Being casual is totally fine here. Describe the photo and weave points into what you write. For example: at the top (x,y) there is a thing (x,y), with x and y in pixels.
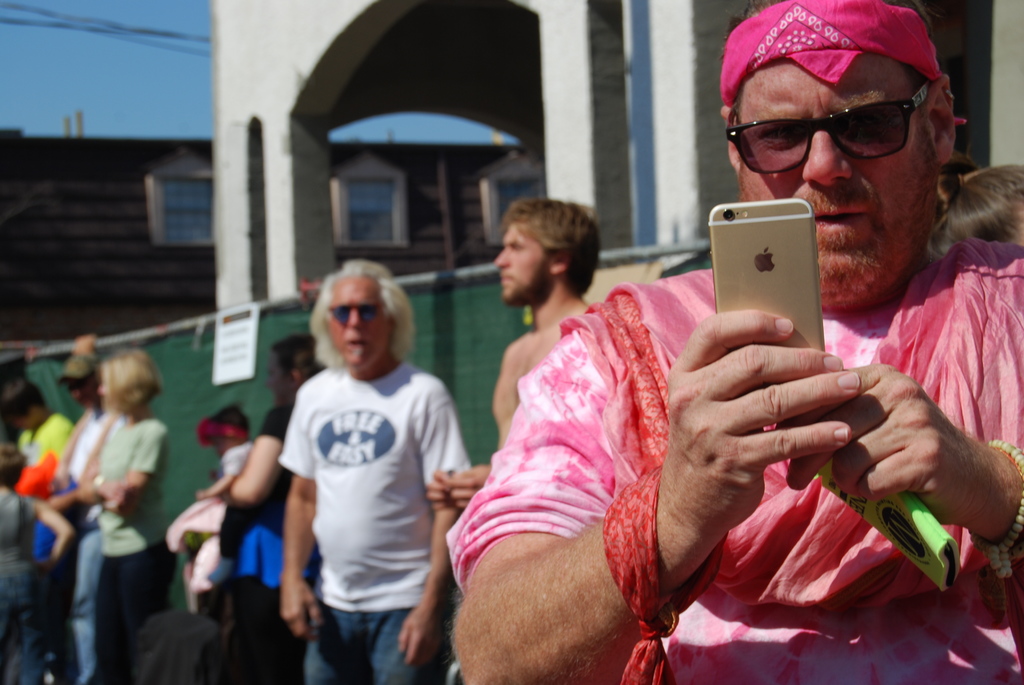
In this image we can see there is a man (495,475) standing and holding phone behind him there are so many people (47,434) standing together beside the building (174,291).
